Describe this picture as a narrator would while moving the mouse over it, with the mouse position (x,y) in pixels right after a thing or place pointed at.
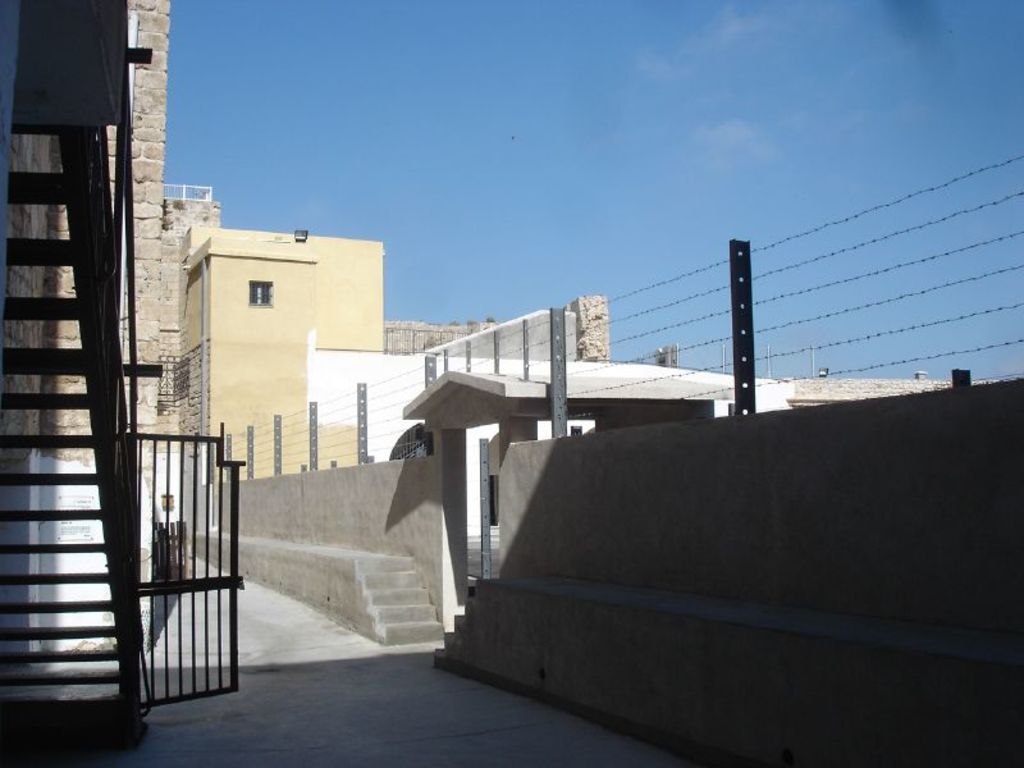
At the bottom of the picture (305,690), we see the pavement (374,695). On the left side (60,550), we see the gate (152,551) and the staircase (136,631). On the right side (768,607), we see a wall (648,593), staircase (402,596) and the fence (739,328). There are buildings (257,301) and poles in the background (568,338). At the top (394,152), we see the sky (418,155), which is blue in color.
